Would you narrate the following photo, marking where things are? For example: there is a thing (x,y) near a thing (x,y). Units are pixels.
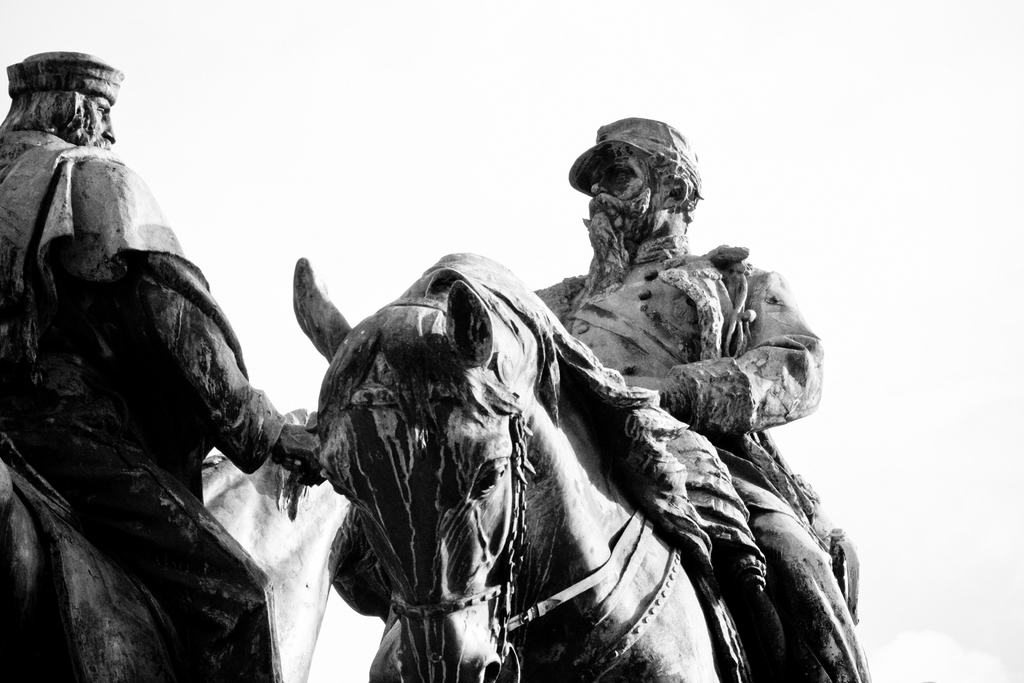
In this picture a person (626,250) is sitting on a horse (502,461), he is with another person (179,449). he has a cap (664,149) and a beard (617,235), and it is a statue (639,262).
